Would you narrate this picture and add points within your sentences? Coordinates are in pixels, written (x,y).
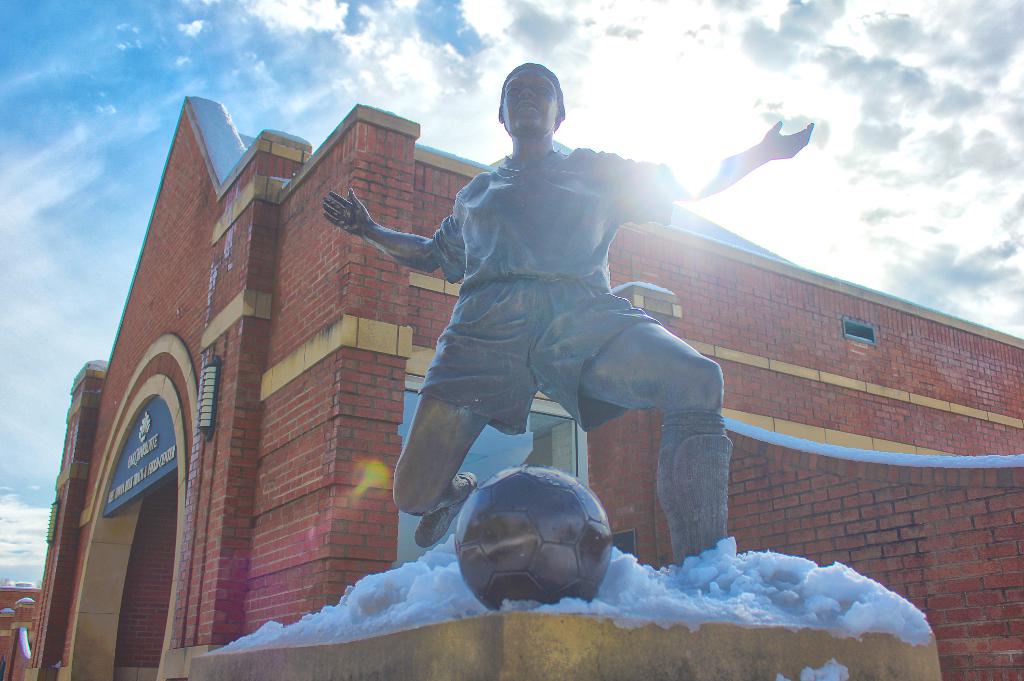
In front of the picture, we see the statue (483,355) of the man (529,318) playing football. Behind the statue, we see the building (237,393) which is made up of red colored bricks (239,431). We see a blue color board (146,463) with some text (142,464) written on it. At the top of the picture (298,92), we see the sky (676,55), clouds (640,121) and the sun (721,132).
